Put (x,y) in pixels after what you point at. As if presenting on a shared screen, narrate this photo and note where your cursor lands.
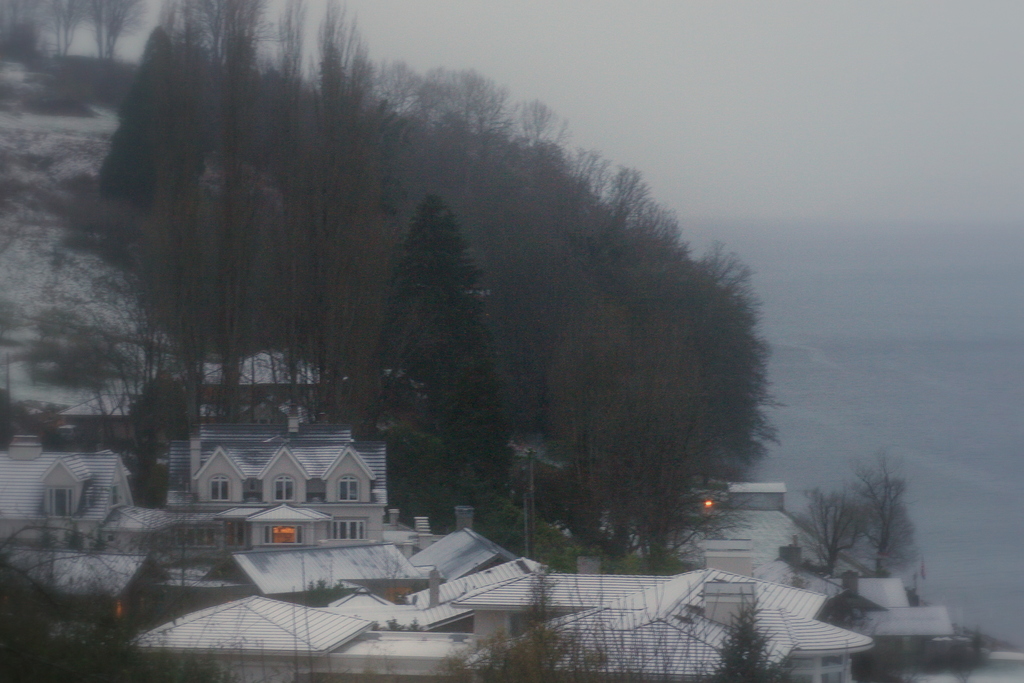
In the image in the center (515,400) we can see buildings (324,569), lights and trees (459,298). In the background (625,37) we can see the sky (699,37) and clouds (797,198).
